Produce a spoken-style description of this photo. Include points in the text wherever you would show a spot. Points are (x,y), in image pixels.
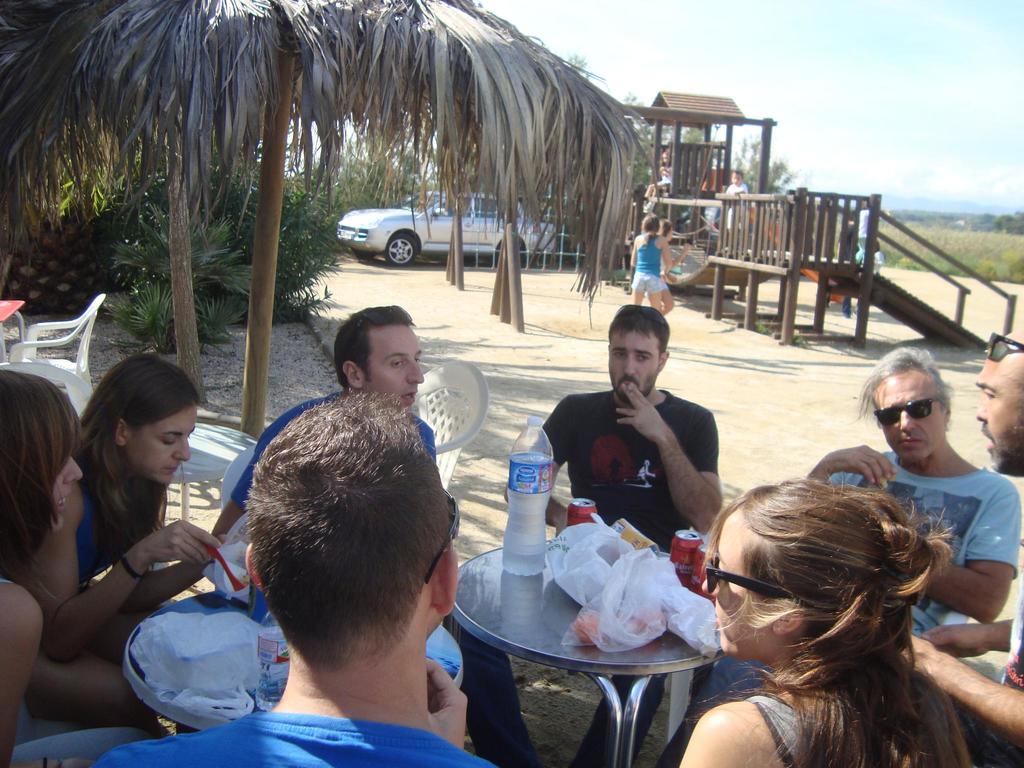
In this picture I can see the group of persons (274,758) who are sitting on the chair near to the table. On the table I can see the water bottle (547,468), coke cans (699,587), oranges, plastic covers (634,587) and other objects (628,536). In the back (643,291) I can see some people (738,179) who are standing near to the wooden railing (736,255) and hut (697,212). Beside that there is a car (445,222) which is parked near to the plants (316,277). In the background (964,235) I can see the mountains (967,212), farmland (981,232) and trees (990,214). At the top (962,27) I can see the sky (682,11) and clouds (609,6).
